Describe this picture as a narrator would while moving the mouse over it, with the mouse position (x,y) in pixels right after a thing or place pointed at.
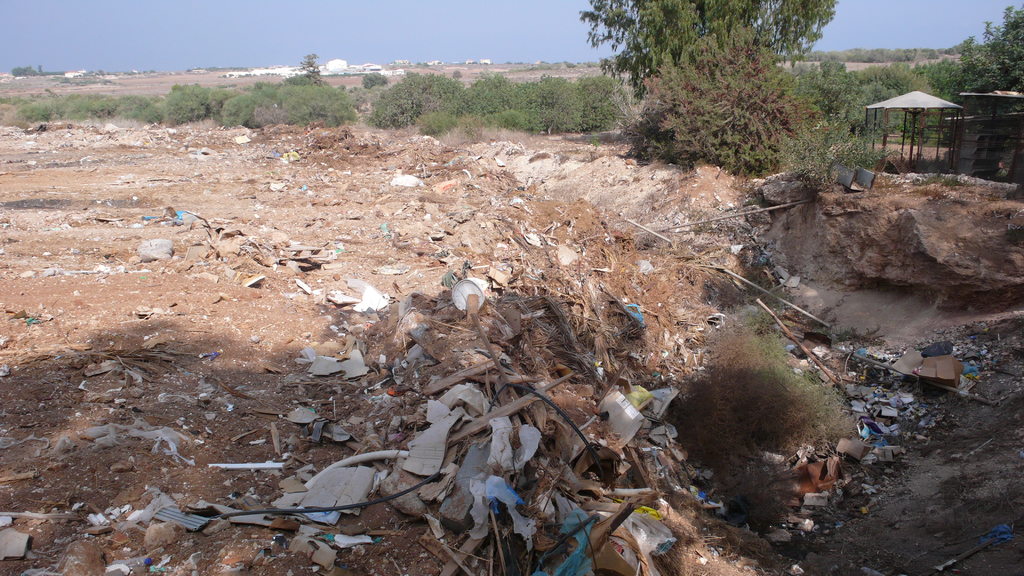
In this picture we can see few plants (740,322), trees (941,92) and sheds (960,146), in the background (371,72) we can see few buildings (393,74).
